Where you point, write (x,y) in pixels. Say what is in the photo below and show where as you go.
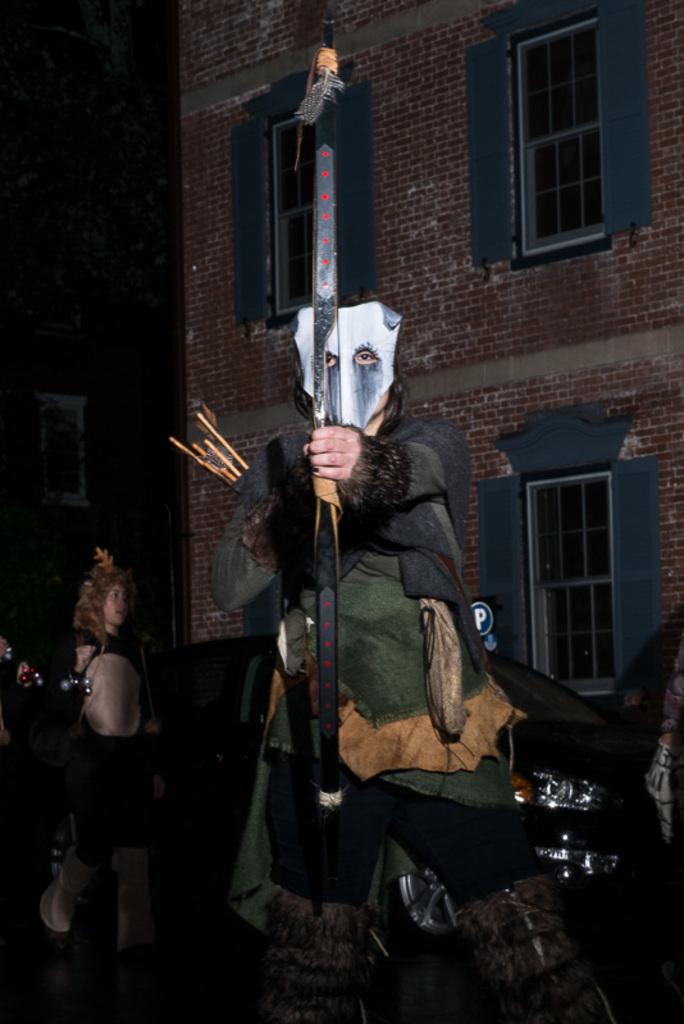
Here in this picture we can see a person (353,671) present on the ground (216,1013) with a costume (387,754) on him and he is holding a bow (315,400) in his hands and carrying arrows (216,433) with him and behind him also we can see people (112,611) walking on the road (94,951) with costumes (119,698) on them and we can see cars (252,729) present and we see buildings (277,423) with windows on it present over there.
